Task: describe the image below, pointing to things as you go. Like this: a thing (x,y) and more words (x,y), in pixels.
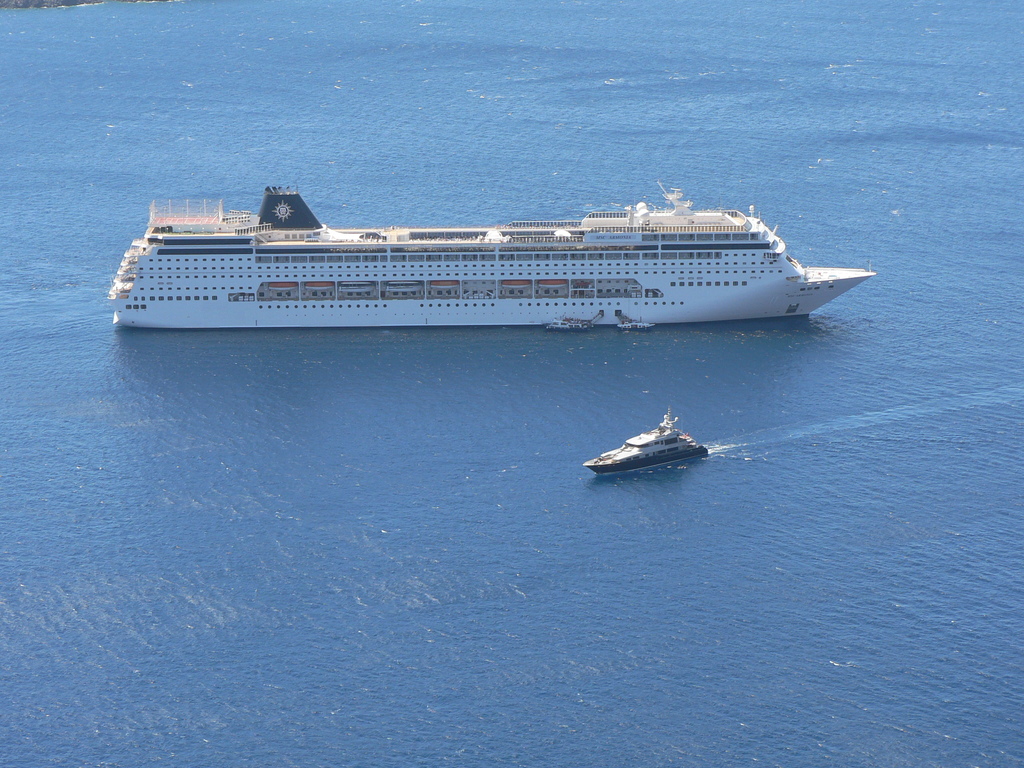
This picture is clicked outside the city. In the center (613,452) we can see the boats (661,434) and the ship (580,310) in the water body (78,582).
